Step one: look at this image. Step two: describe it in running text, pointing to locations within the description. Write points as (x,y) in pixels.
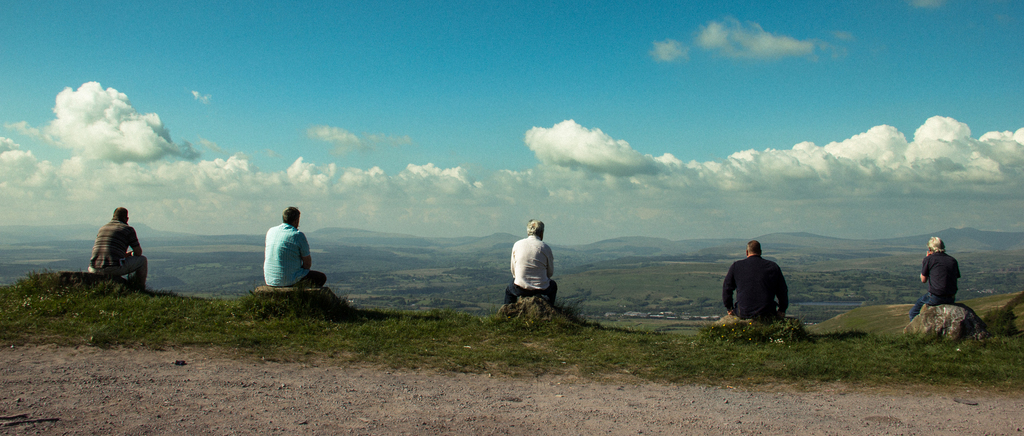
In this picture I can see in the middle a group of persons (124,255) are sitting, in the background (574,246) there are hills (724,246). At the top (637,138) there is the sky (635,179).
